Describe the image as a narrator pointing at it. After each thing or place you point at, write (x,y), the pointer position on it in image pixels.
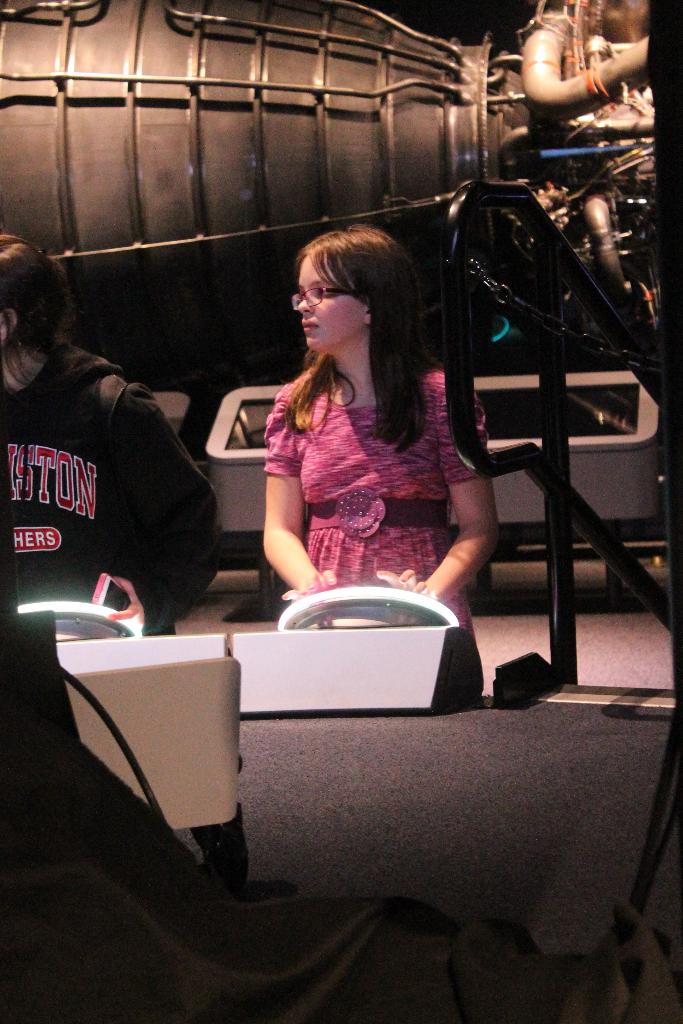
In this image we can see this woman (343,550) wearing pink dress (323,554) and this person (77,368) wearing black T-shirt (171,500) is standing here and here we can see a few objects (377,632) kept, we can see the steel railing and chain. In the background (646,307), we can see a black color object (43,53).
